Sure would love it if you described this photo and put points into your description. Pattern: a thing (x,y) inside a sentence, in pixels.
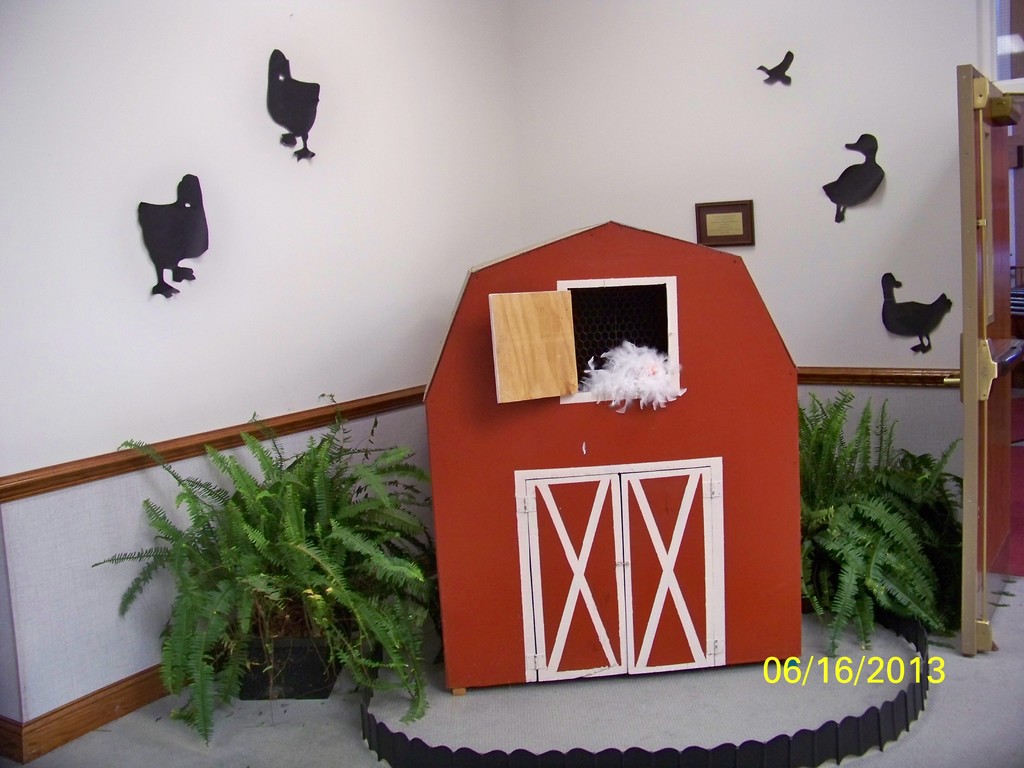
In this picture I can see plants (924,551) in the pots (296,682) and I can see a door (998,514) and few pictures (887,291) on the wall (248,195) and it looks like a wooden box (555,450) and I can see date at the bottom right corner of the picture (871,670).
